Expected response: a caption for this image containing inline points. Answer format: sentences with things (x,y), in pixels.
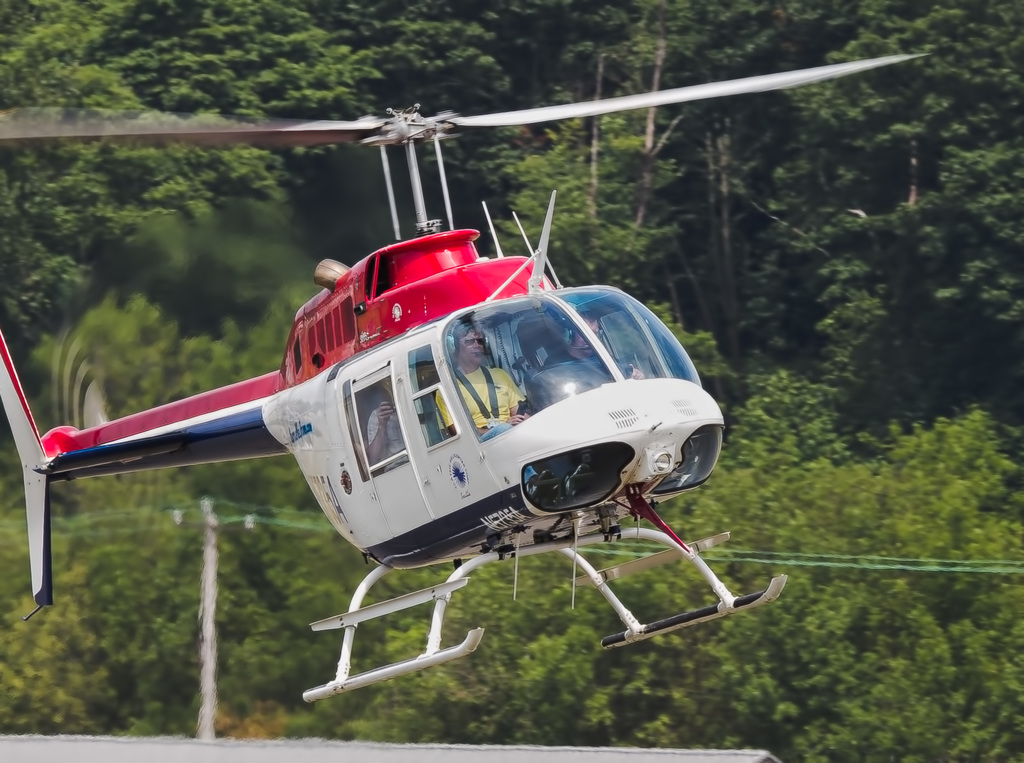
In this picture I can see a helicopter (397,314) and I can see a pole (211,614) and few trees (949,352) and I can see few of them seated in the helicopter (512,429).
